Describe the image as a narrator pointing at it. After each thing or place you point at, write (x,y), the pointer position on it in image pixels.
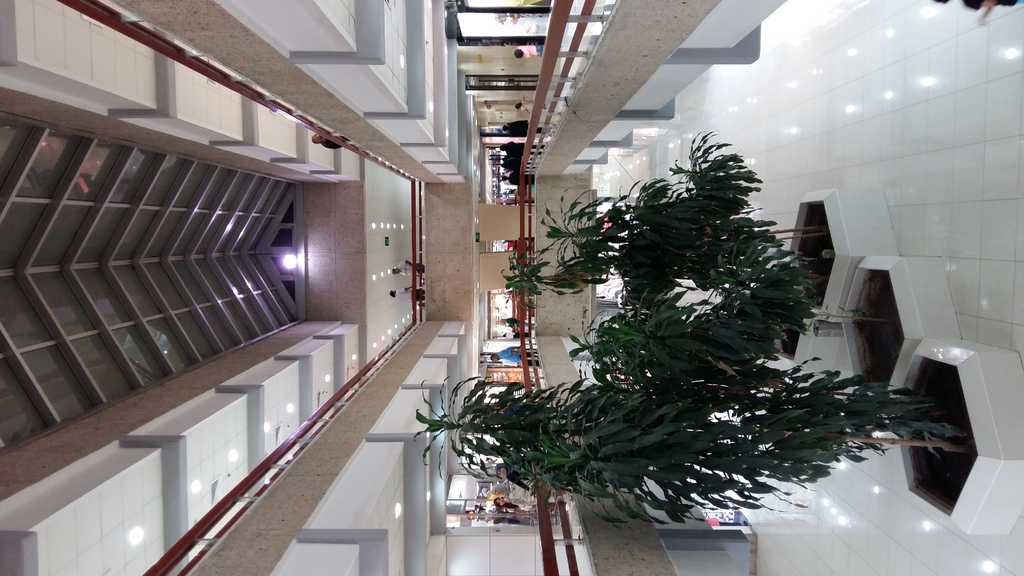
This image is taken indoors. On the right side of the image (975,178) there is a floor (928,218). At the top right of the image (963,11) there is a person (986,14). In the middle of the image (534,256) there are a few plants (755,337) and trees (752,420) in the pots (859,284). On the left side of the image (168,399) there are many walls (480,539), railings (569,559) and lights (290,256). There are a few stores (498,119) and a few people (512,498) are standing on the floor (960,21). There is a ceiling (249,417) with a few lights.
